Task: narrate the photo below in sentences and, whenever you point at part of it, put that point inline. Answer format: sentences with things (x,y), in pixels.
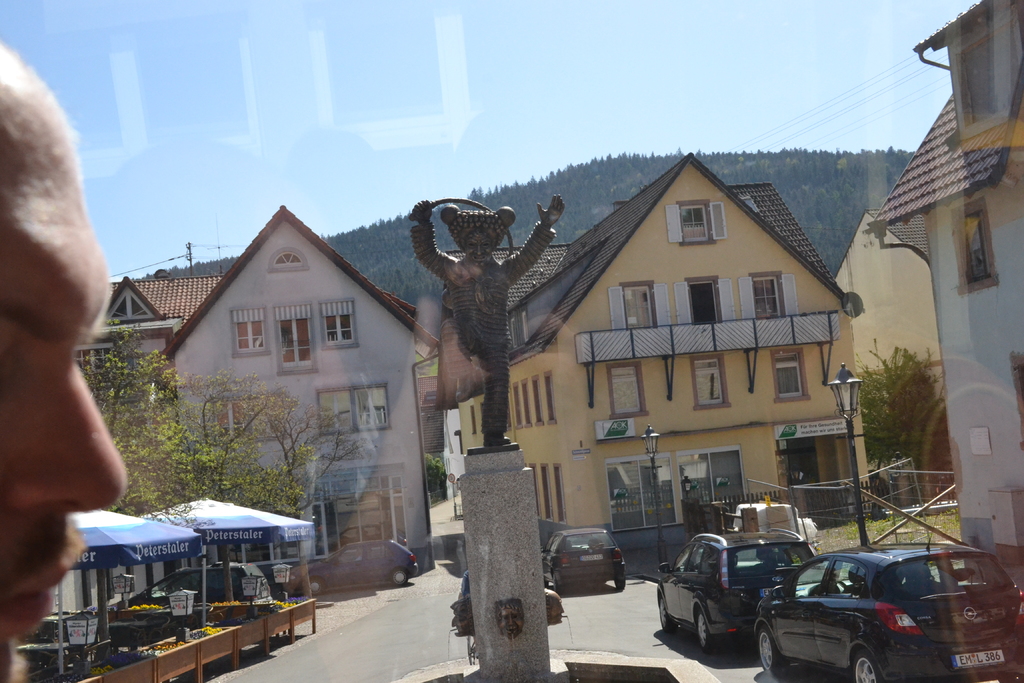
In this picture we can observe a statue (490,266) on the pillar (484,518). In the right side (688,622) there are some cars (682,574) parked on this road (747,632). We can observe buildings (560,390) and trees (193,393) in this picture. There are poles (655,473) here. In the left side (188,546) there are some stalls (136,544). We can observe a head (63,323) of a person (63,360). In the background (387,248) there is a hill (797,175) and a sky (446,137).
